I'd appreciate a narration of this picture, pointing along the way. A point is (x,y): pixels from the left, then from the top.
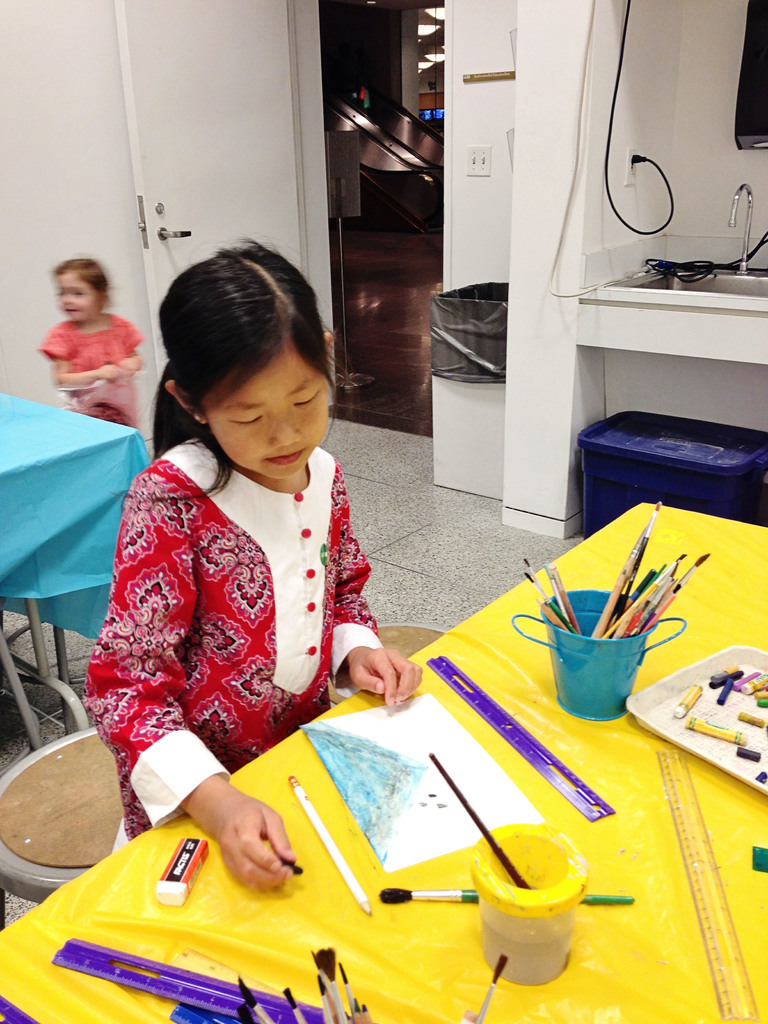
In this image we can see a girl (163,525) sitting and there is a table (360,916) in front of her and we can see paint brushes (623,634), paper (475,801) and some other objects (760,781) on the table (707,584). There is a girl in the background (55,329) and we can see some other objects (468,412) in the room (547,364) and there is a door (149,284).
